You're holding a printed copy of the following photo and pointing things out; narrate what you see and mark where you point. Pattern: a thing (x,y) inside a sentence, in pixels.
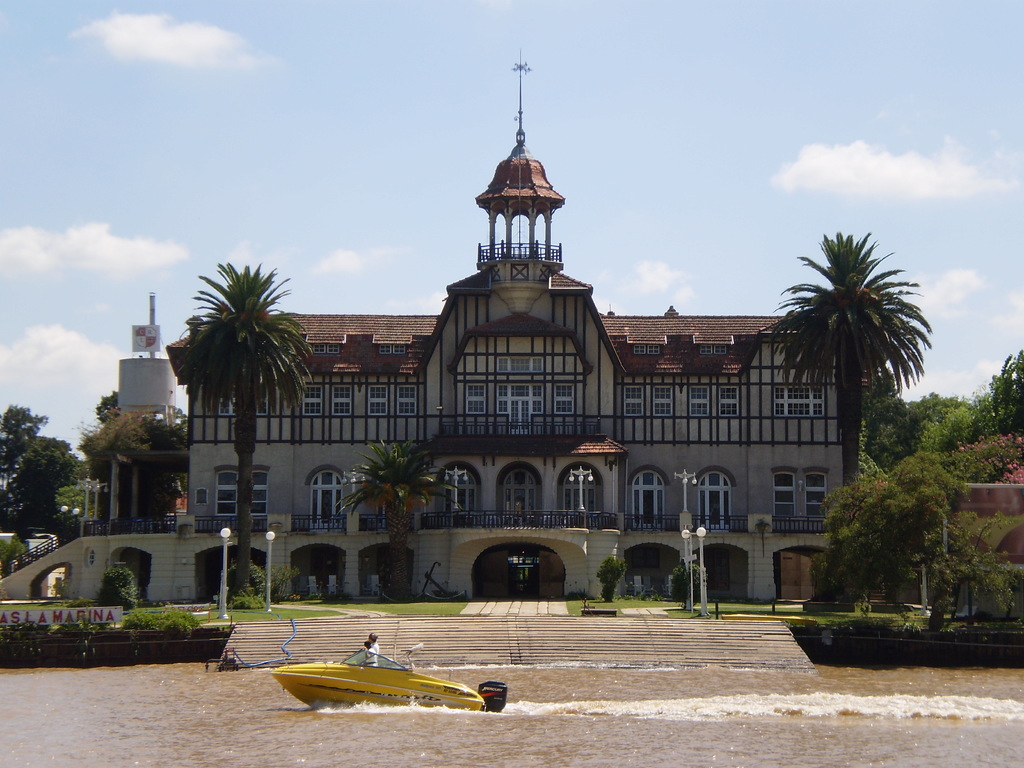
This image is clicked outside. There is building (592,577) in the middle (469,435). There are trees (845,374) in the middle (400,506). There is water (547,696) at the bottom (331,719). There is a boat (500,702) in the water (566,692). There is sky (628,132) at the top (878,147).
